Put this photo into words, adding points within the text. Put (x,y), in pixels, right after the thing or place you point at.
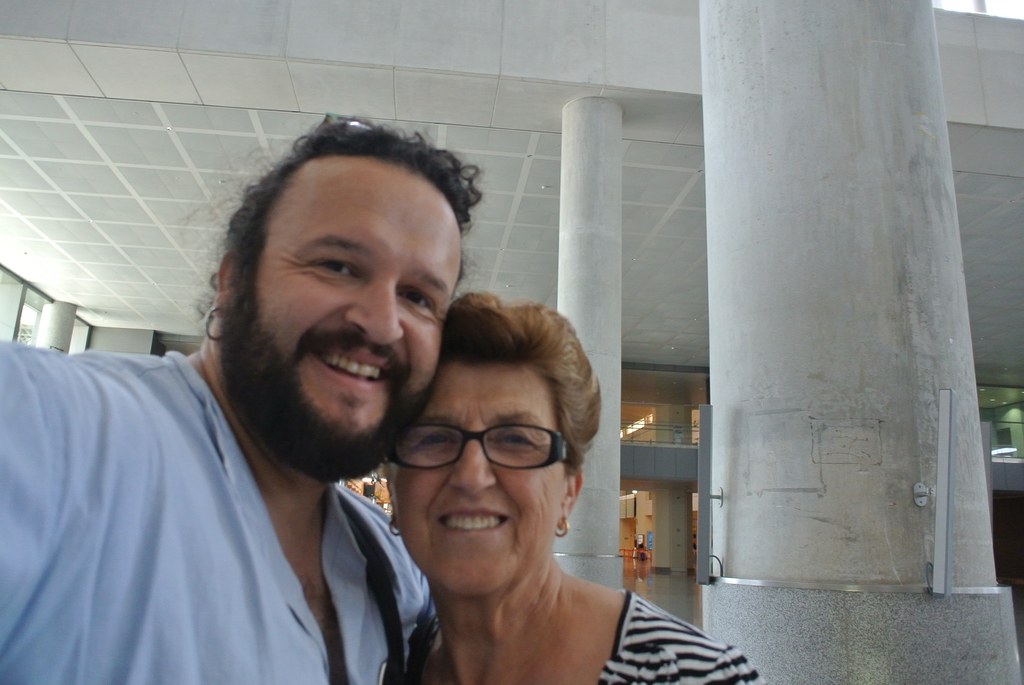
The man (417,350) in the blue shirt (125,458) is standing beside the woman (627,638) who is wearing white and black dress (624,641). Both of them are smiling. They are posing for the photo. Behind them, we see pillars (604,485) and a wall railing (653,435). This picture is clicked in the building (605,133). At the top of the picture (164,228), we see the ceiling (143,321) of the building (851,426).
